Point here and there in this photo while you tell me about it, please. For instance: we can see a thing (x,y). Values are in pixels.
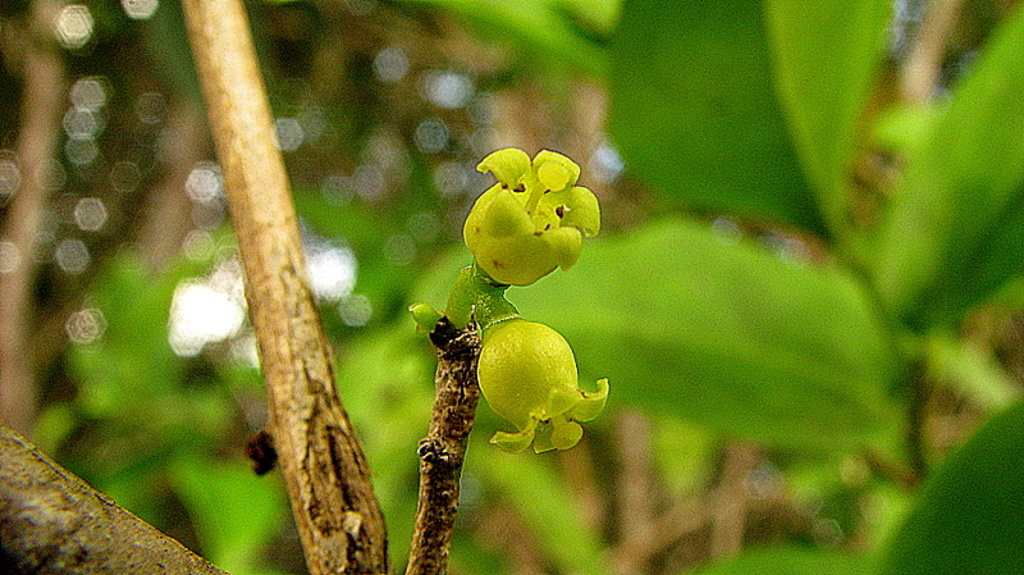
In this image, in the middle (551,354), we can see bud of a flower (522,267). On the left side (337,457), we can see stem (342,489) of a plant (352,530). In the background (386,405), we can see green color.
